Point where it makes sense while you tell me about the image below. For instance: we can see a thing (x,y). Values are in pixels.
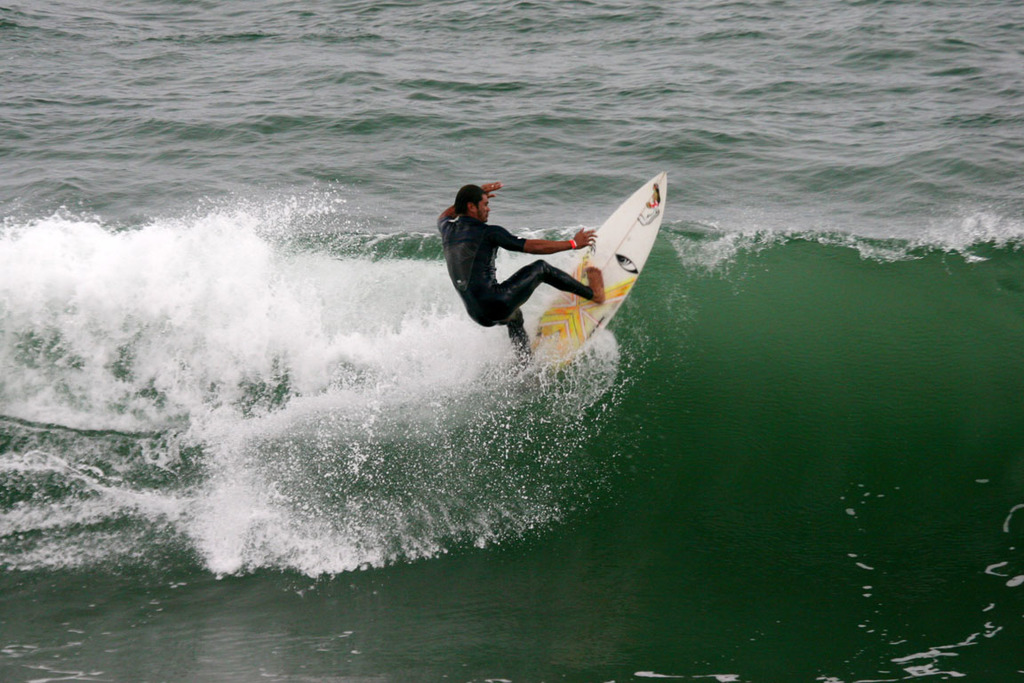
This image consists of a man (518,277) surfing in the ocean (697,178). At the bottom (294,580), there is water (428,475). In the front (624,244), we can see a surfboard (595,241) in white color.
